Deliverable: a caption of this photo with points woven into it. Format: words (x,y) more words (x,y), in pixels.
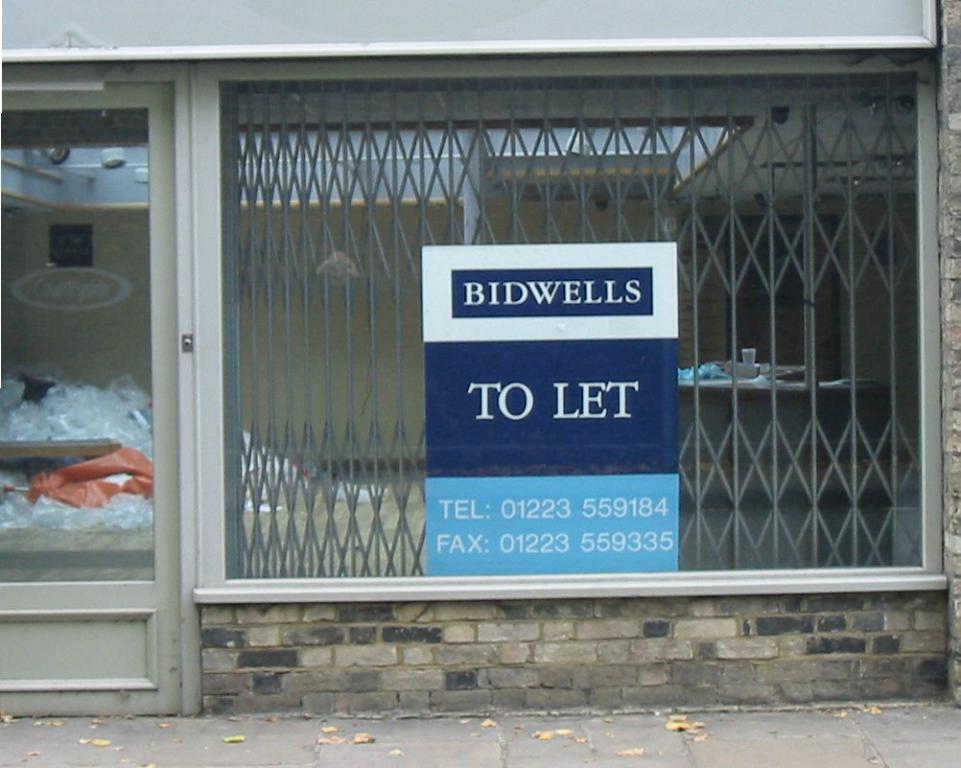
There is a to let board (531,390) and there is something written below it and there is a fence (579,224) behind it.
